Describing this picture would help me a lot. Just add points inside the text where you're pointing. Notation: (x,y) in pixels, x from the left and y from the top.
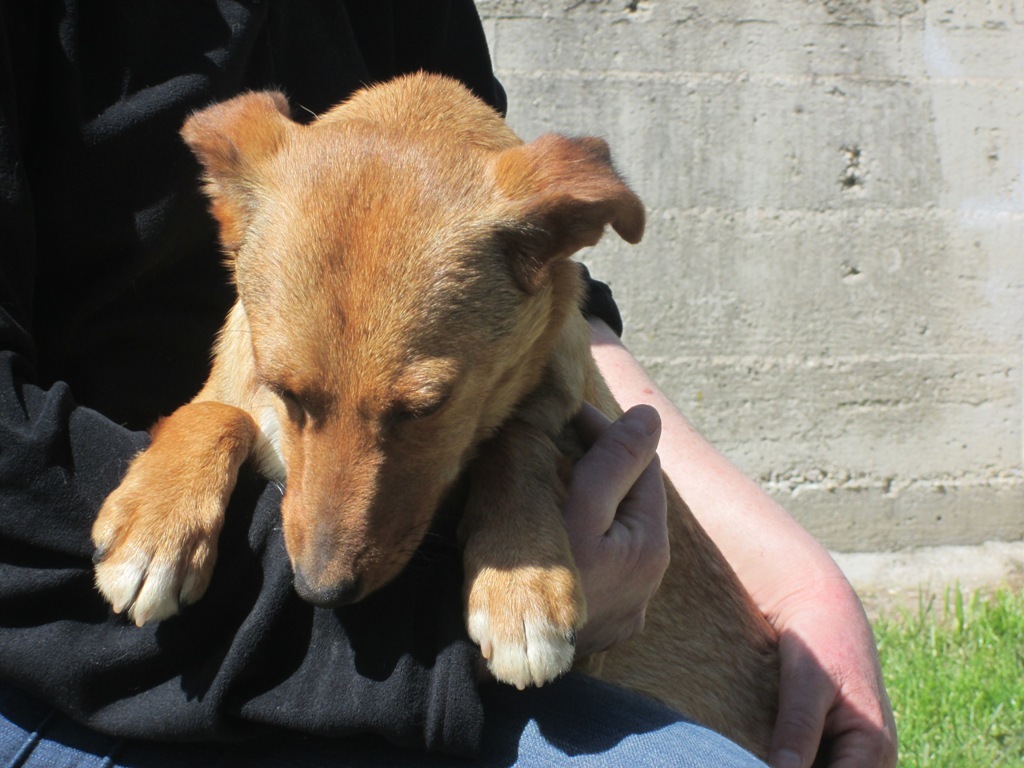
In this image there is a person (675,478) holding a dog (504,397) in his arms (590,536). Right bottom there is some grass (918,657). Background (841,229) there is a wall (845,265).
